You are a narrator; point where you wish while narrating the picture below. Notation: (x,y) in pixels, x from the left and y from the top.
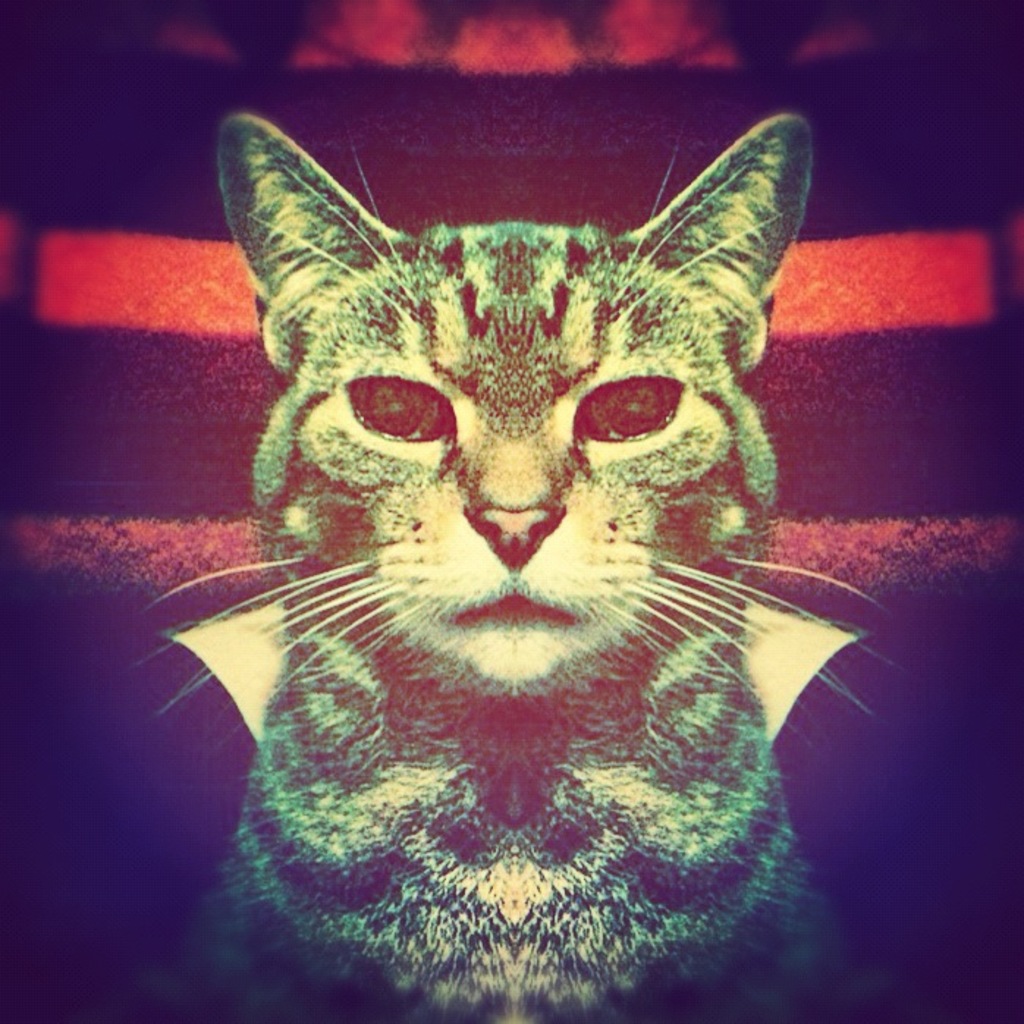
In this picture I can see picture of a cat (740,532) and looks like a carpet (826,356) in the background (110,188).
